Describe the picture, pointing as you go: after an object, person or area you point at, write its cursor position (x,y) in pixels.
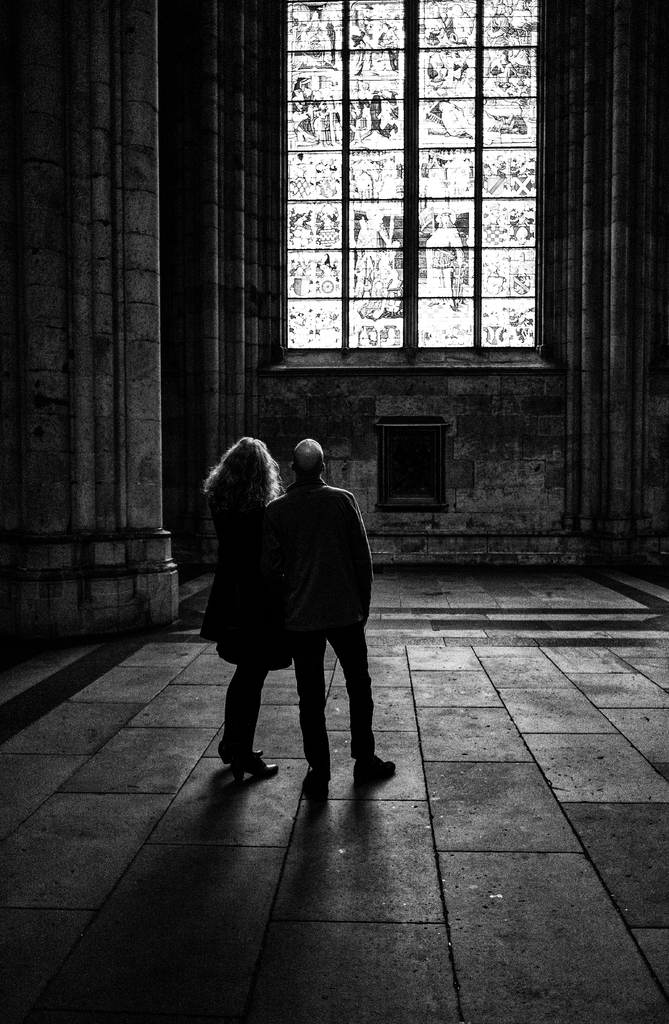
This a black and white image. In this image there are two persons (323,792) standing.
